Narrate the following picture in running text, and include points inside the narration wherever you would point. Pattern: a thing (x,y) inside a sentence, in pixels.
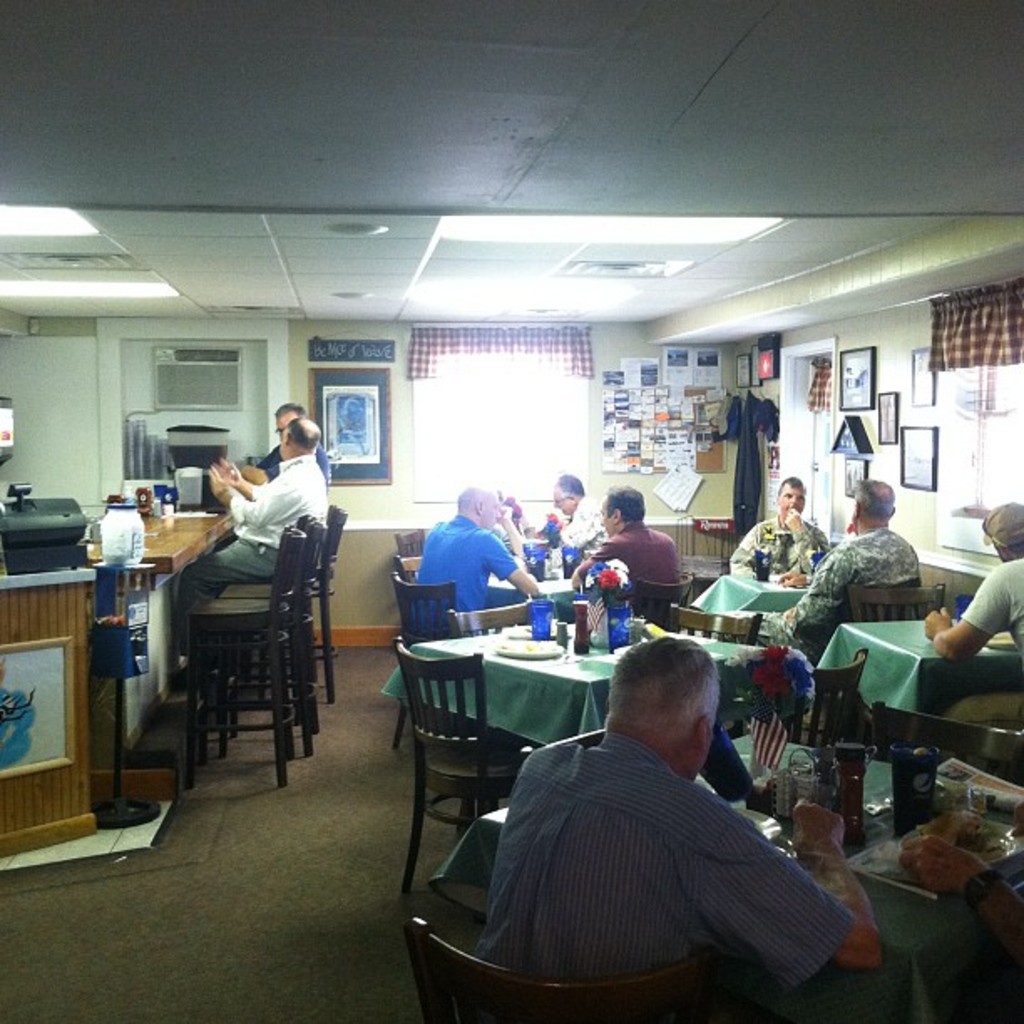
This image is taken inside a room (723,895). In this image there are few people (477,538) sitting on the chairs (841,688). In the right side of the image (727,916) a man (602,951) is sitting on the chair (634,1003) and there is a table (784,840) and on top of it there are many things (844,799). In the top of the image (839,21) there is a ceiling (536,294) with lights (599,236). at the background (1022,413) there is a wall (16,341) with picture frames (370,434), window (487,440), curtains (487,329), posters (679,440) with text (664,438) on it and a hanger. At the bottom of the image (189,863) there is a floor (227,909) with mat (324,885). In this image everyone are sitting on the chairs (430,614).
